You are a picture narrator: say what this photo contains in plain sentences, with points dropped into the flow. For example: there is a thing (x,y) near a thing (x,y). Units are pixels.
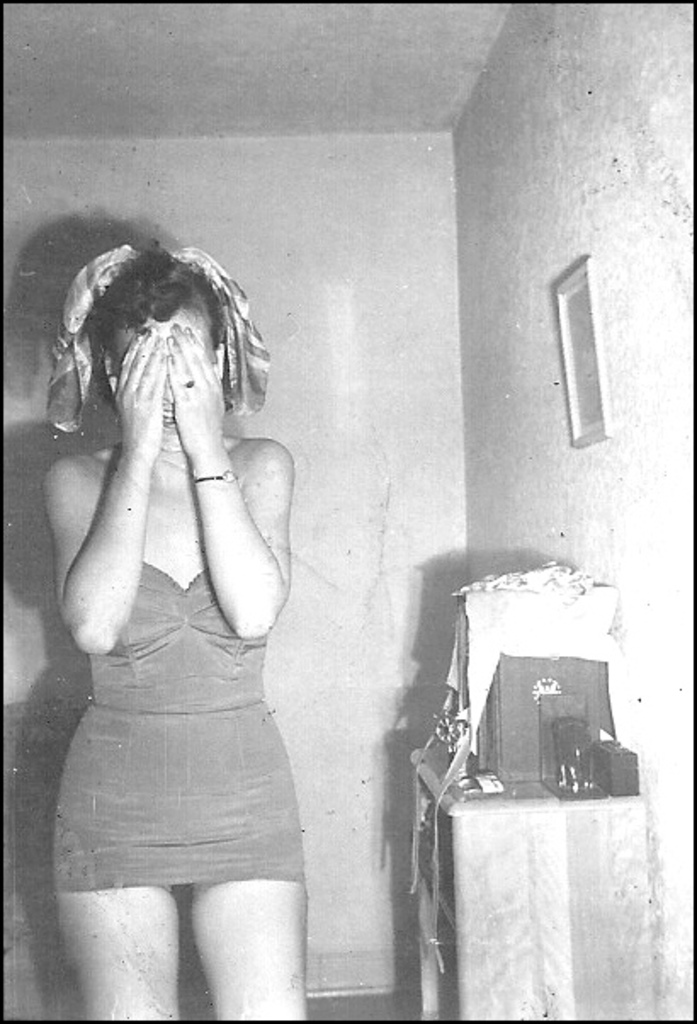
This is a black and white image. On the left side (174,763), I can see a woman (235,801) standing and covering her face (164,416). On the right side (490,820), I can see a table (479,846) on which few objects (486,747) are placed. In the background (426,273), I can see the wall (447,268) to which a frame (584,338) is attached.
